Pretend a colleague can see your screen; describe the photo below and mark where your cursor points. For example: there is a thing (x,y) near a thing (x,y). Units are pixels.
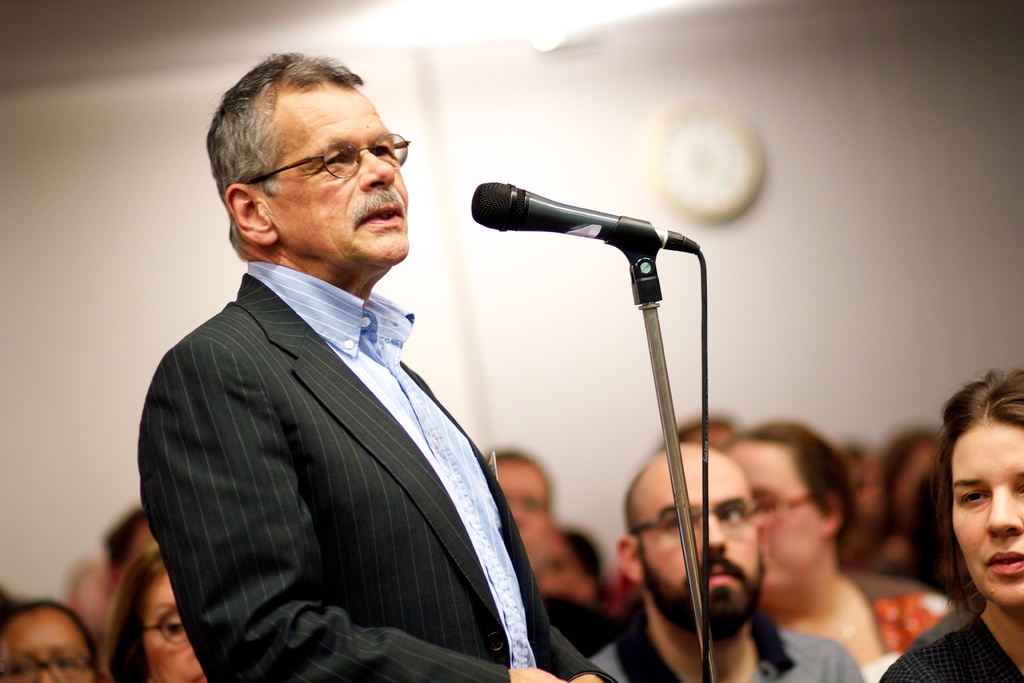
In this picture there is a man (562,658) who is standing on the left side of the image (314,250) and there is a mic (498,207) in front of him, there are other people (1000,528) those who are sitting in the background area of the image (1020,528).
